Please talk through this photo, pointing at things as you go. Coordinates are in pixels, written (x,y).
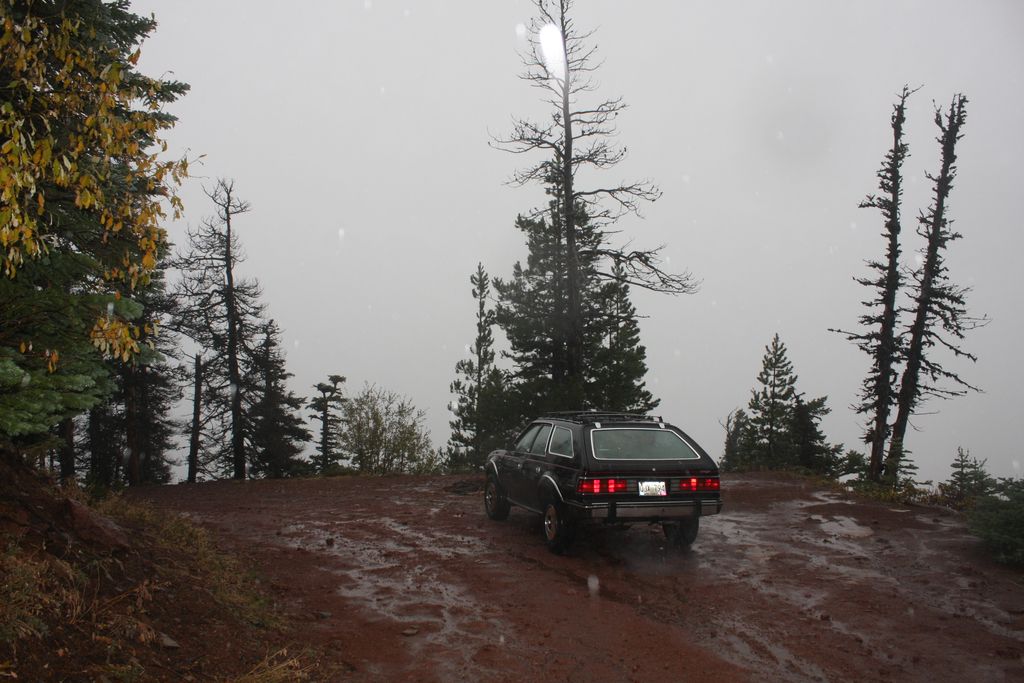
In this image we can see a car (542,453) on a road (443,517). On the sides of the road (714,575) there are trees (572,356). In the background (769,180) it looks like sky (455,271).
